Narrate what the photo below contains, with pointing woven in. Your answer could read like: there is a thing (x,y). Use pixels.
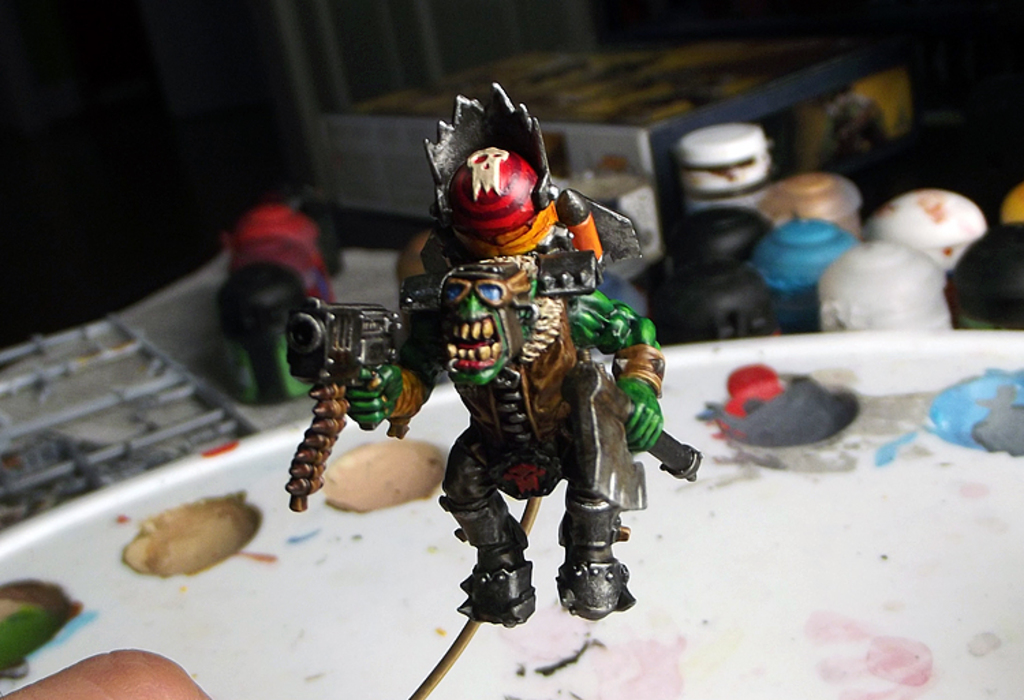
In this picture we can see a toy (470,359), box (803,92), person hand (132,662) and some objects (120,318) and in the background (192,124) it is dark.
